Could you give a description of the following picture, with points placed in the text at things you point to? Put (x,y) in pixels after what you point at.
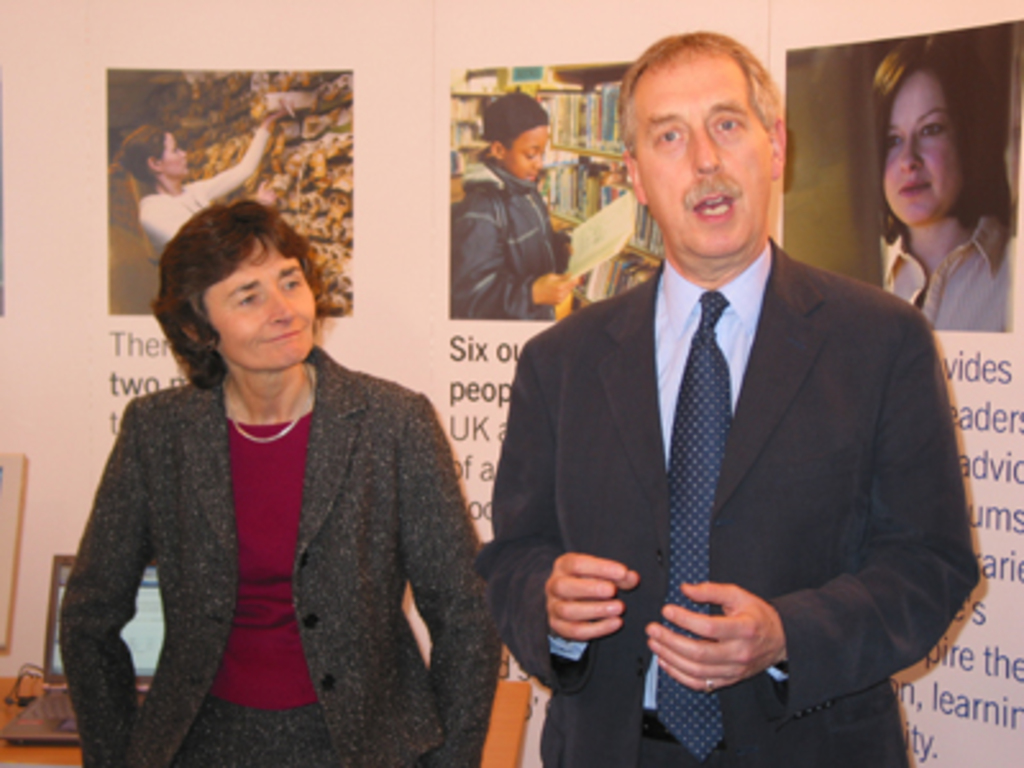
In this image I can see two people (315,562) with different color dresses (209,629). To the left (133,630) I can see the laptop (54,704) on the table (31,763). In the background (408,322) I can see the posters (131,282) and the board (1,503) to the wall (33,524).
